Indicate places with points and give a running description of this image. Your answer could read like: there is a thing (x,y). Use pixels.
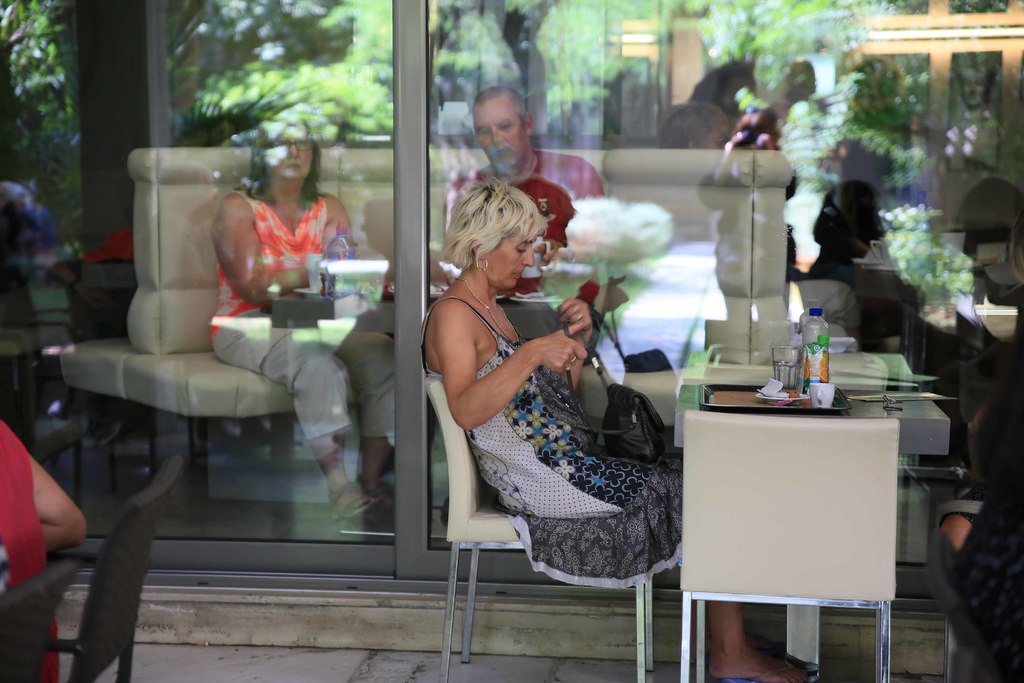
A lady (517,433) wearing a black and white dress (543,458) is holding a bag (609,420) and sitting on a chair (456,522). In front of her there is a small table (857,417). On the table (743,410) there is a tray (723,409) and the tray (744,393) consists of a glass (801,358), bottle (813,350) and a cup (821,387). Behind her a glass door (573,168) is there. Behind the glass door (295,220) a lady (267,218) wearing a orange dress (275,243) and person (500,151) wearing red shirt (558,181) is sitting on a sofa (237,384).
